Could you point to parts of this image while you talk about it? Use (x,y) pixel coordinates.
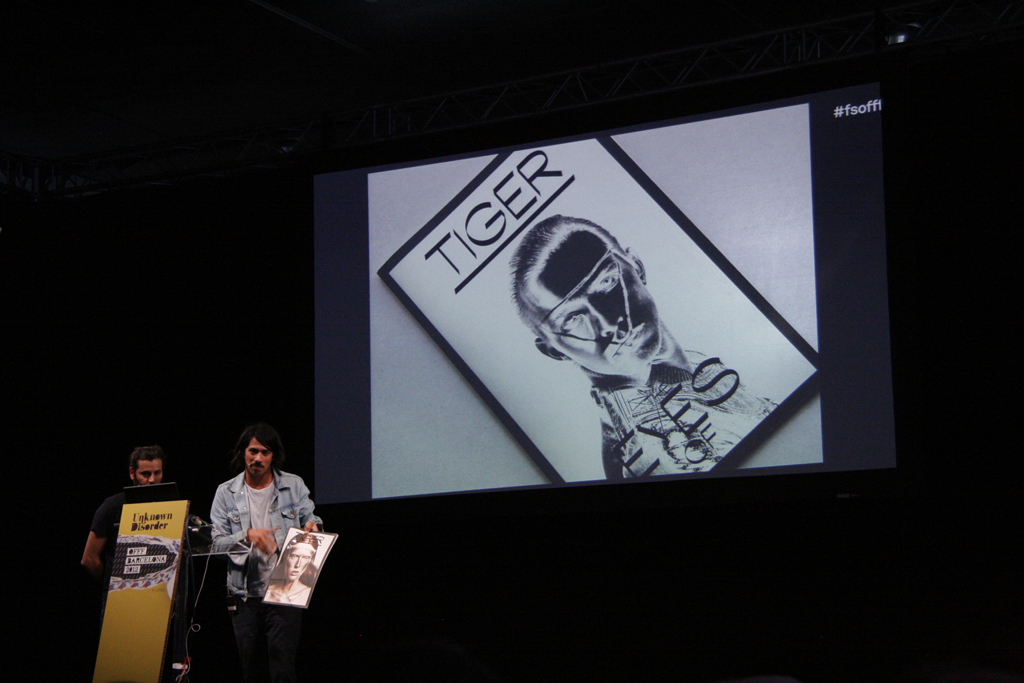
In this image there are two persons (264,543) standing near the podium (139,631), a person (245,577) holding a paper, and in the background (525,294) there is screen (835,287) and lighting truss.
